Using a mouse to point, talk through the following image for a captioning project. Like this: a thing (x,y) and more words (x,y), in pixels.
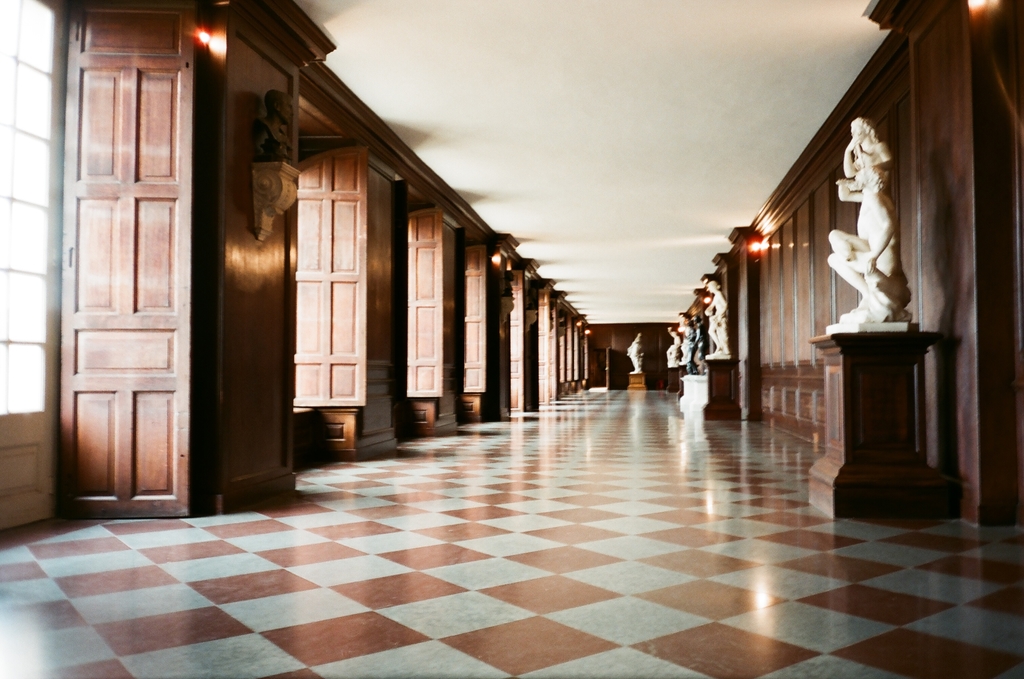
This picture is an inside view of a room (403,228). On the right side of the image (721,293) we can see statues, tables (921,375), wall (780,281), lights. On the left side of the image (28,309) we can see doors (327,253), windows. At the top of the image (432,49) we can see the roof (527,125). At the bottom of the image (468,597) we can see the floor (434,584).
